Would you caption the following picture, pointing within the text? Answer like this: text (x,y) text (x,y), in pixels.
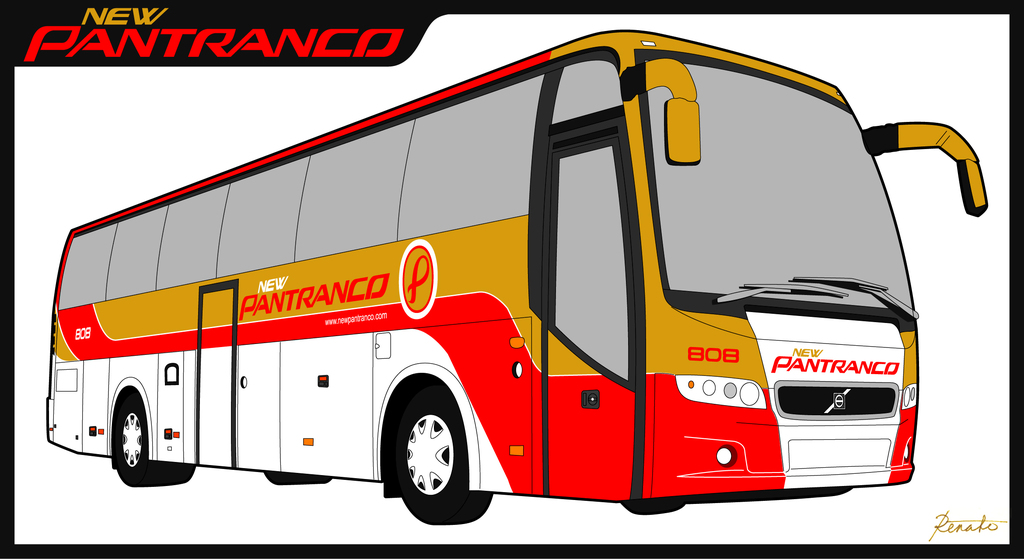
This picture is an art of the painting. In this picture, we see a bus (558,234) in grey, red, yellow and white color. At the top of the picture (228,39), we see some text (129,33) written in highlighted words (277,56). In the background (83,496), it is white in color.
